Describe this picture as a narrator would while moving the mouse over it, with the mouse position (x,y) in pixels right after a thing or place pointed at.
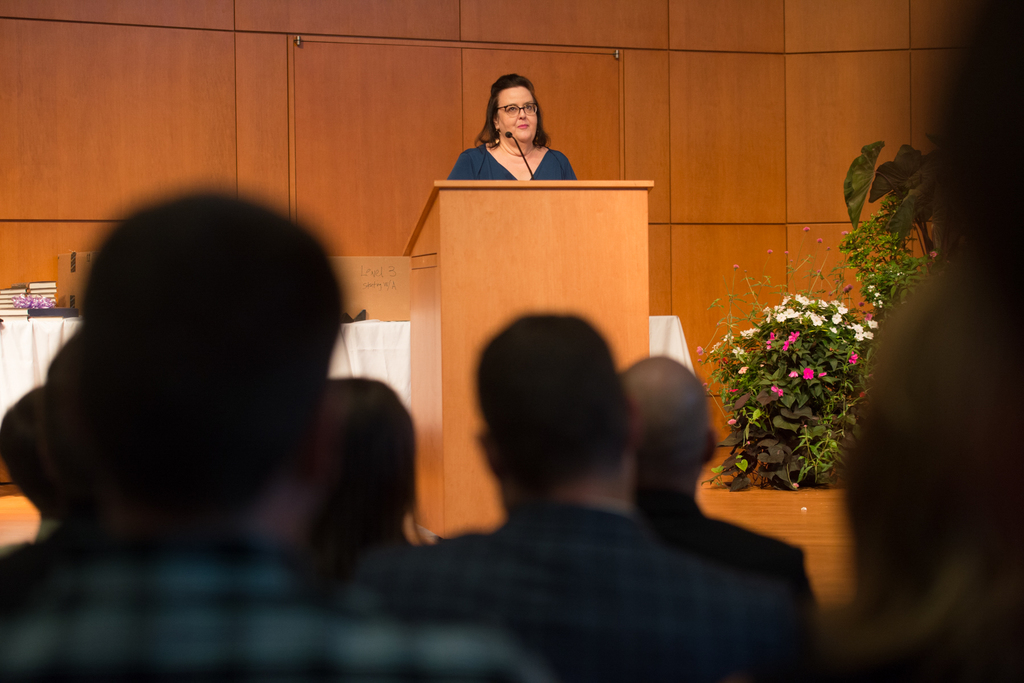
In this image I can see people (526,528) sitting in the front (856,531). A person (502,99) is standing at the back (505,115), there is a microphone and a speech desk (520,285) in front of her. There are flower plants (817,363) on the right (819,383) and there is a white table (66,326) behind her. There is a wooden background (694,132).
